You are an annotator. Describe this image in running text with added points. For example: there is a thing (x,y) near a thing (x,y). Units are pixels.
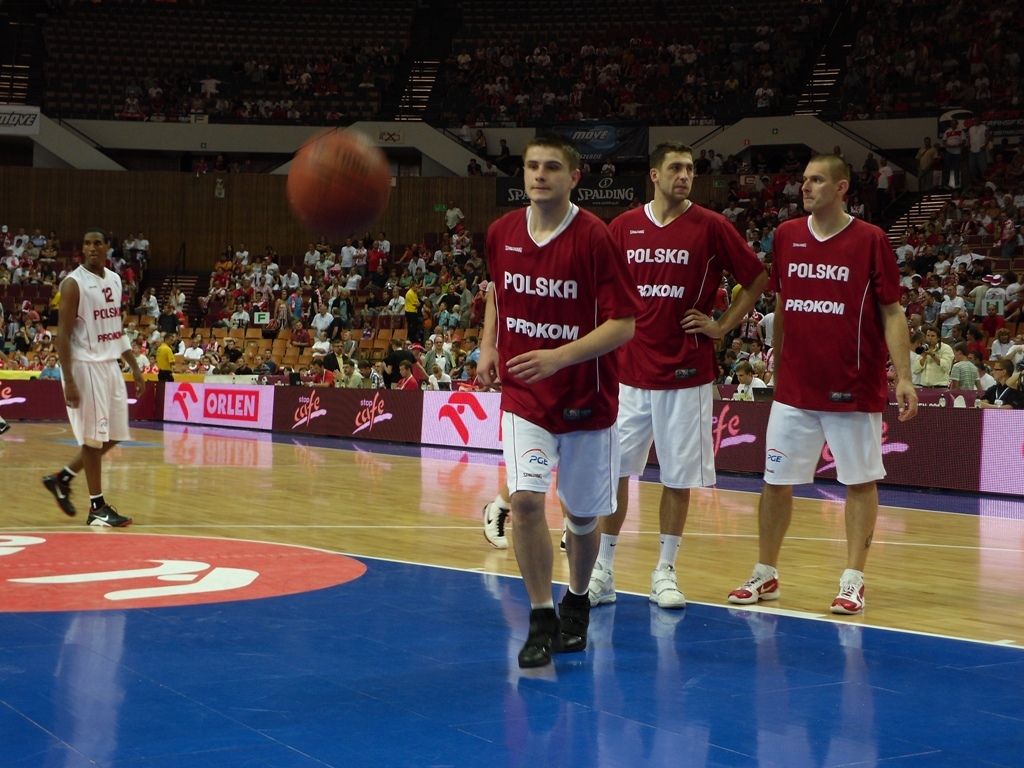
On the right side (876,283), there are three persons (710,255) in red color t-shirts (518,223) on the floor (102,539). On the left side (83,314), there is a person (83,329) in a white color t-shirt (87,275), walking on the floor (207,455). In the background (437,391), there are hoardings (1015,430) and persons (151,301) sitting.
